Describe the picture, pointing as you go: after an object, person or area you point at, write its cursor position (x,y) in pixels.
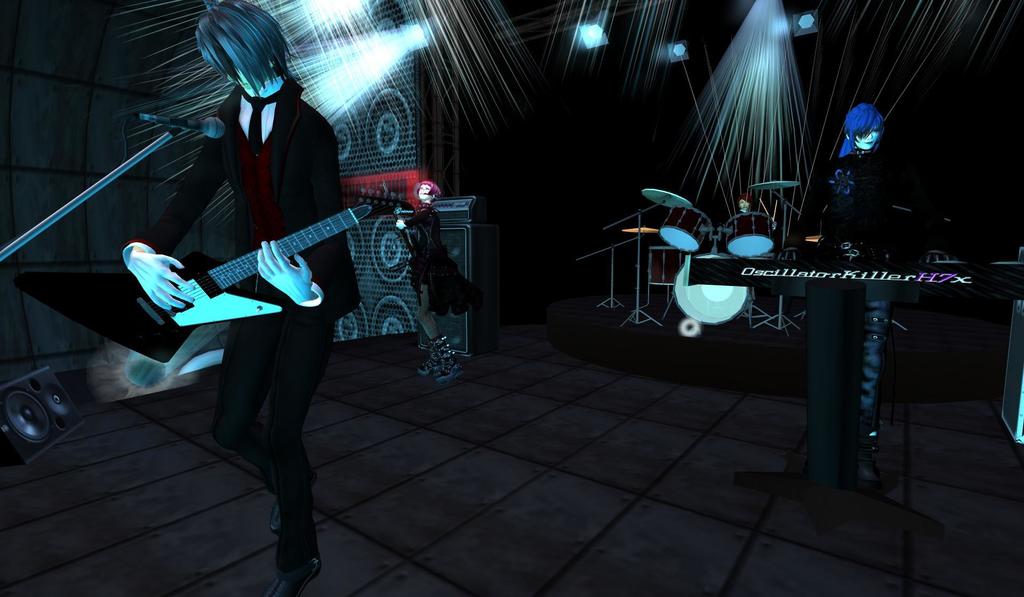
Here we can see an animate picture, in this picture we can see cartoons of person's (274,197), a person (255,194) in the front (250,286) is playing a guitar (247,273), a person (855,234) on the right side (826,305) is playing a piano (869,272), there is a microphone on the left side (167,136), in the background (693,222) we can see drums (702,240) and cymbals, there are some lights (668,54) at the top of the picture (385,78), at the left bottom (52,415) there is a speaker (54,405).
